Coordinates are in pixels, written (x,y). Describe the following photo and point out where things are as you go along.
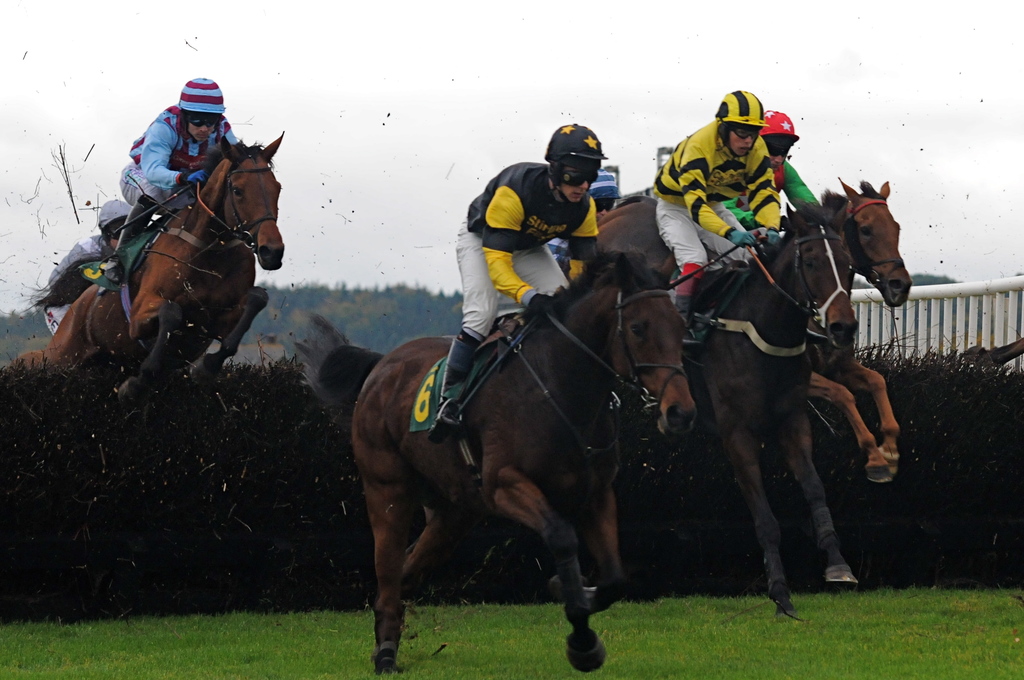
In the picture we can see a grass surface (16,665) on it, we can see some people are riding the horses (840,561) sitting on it and they are in sports wear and helmets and behind them, we can see a man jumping with a horse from the bushes (966,428) and in the background (327,290) we can see many trees (310,287) and the sky (984,89).
